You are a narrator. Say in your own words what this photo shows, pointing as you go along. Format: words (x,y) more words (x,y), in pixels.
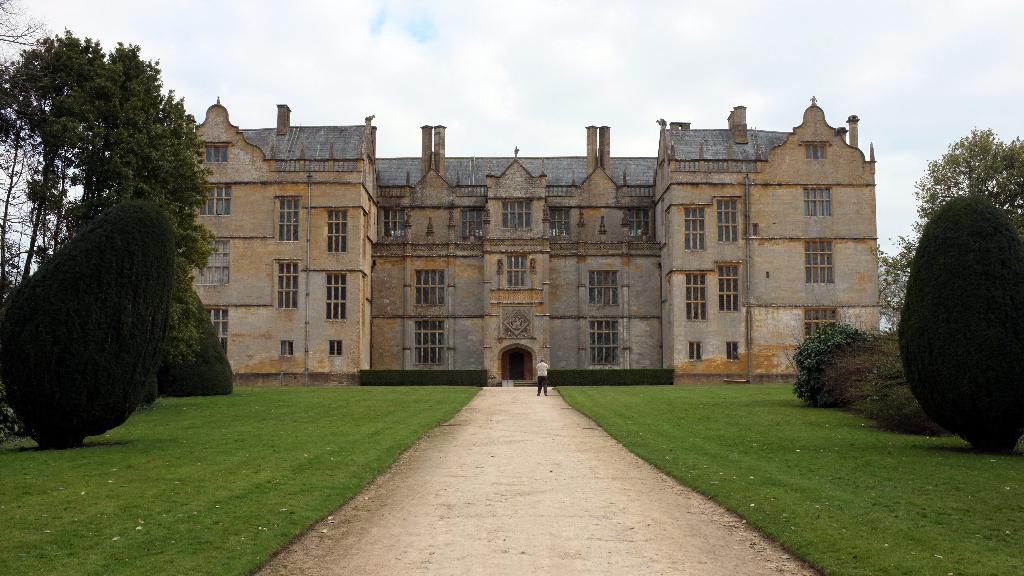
In this image we can see grass (846,542), ground (704,509), plants (994,423), trees (1012,406), building (482,262), and a person (545,387). In the background (470,83) there is sky (654,44) with clouds (759,42).
